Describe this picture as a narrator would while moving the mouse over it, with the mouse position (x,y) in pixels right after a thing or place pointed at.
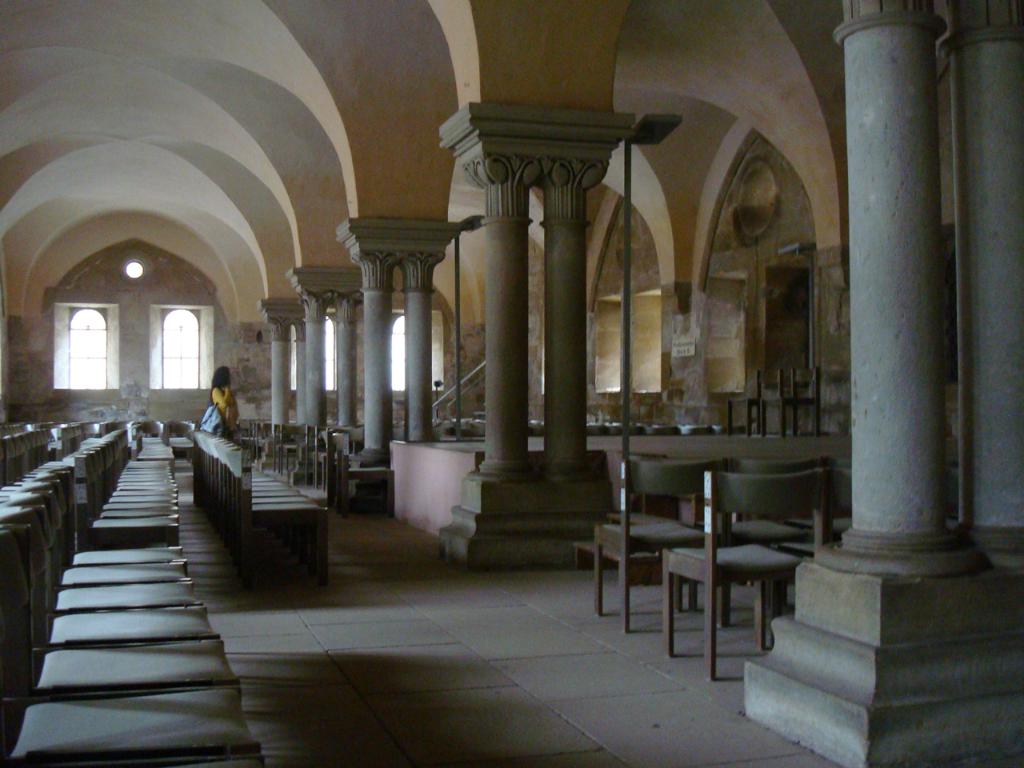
This picture describes about inside view of a building (401,490), in this we can find few chairs (161,640), metal rods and a woman (214,380).
